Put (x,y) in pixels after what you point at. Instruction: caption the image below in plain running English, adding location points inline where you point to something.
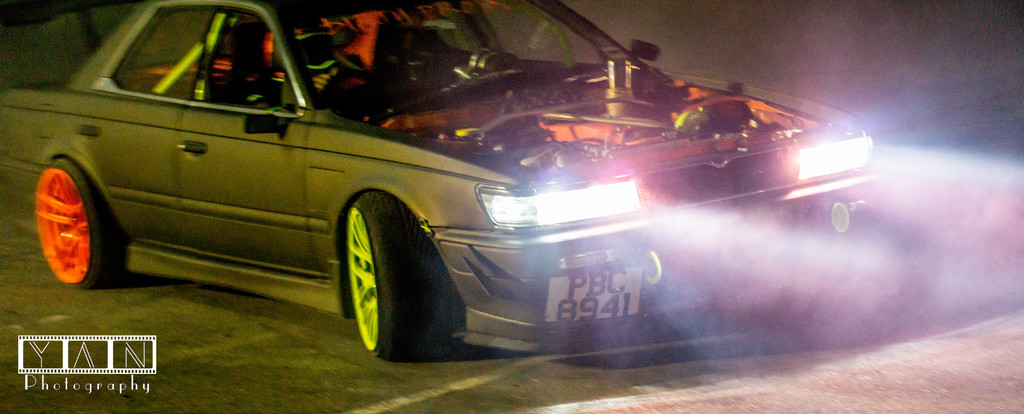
In this image I see a car (249,121) and I see the lights (618,198) over here and I see the engine (547,143) and I see the different color of wheel rims (74,217) and I see the road (161,381) and I see the watermark (118,389) over here.
